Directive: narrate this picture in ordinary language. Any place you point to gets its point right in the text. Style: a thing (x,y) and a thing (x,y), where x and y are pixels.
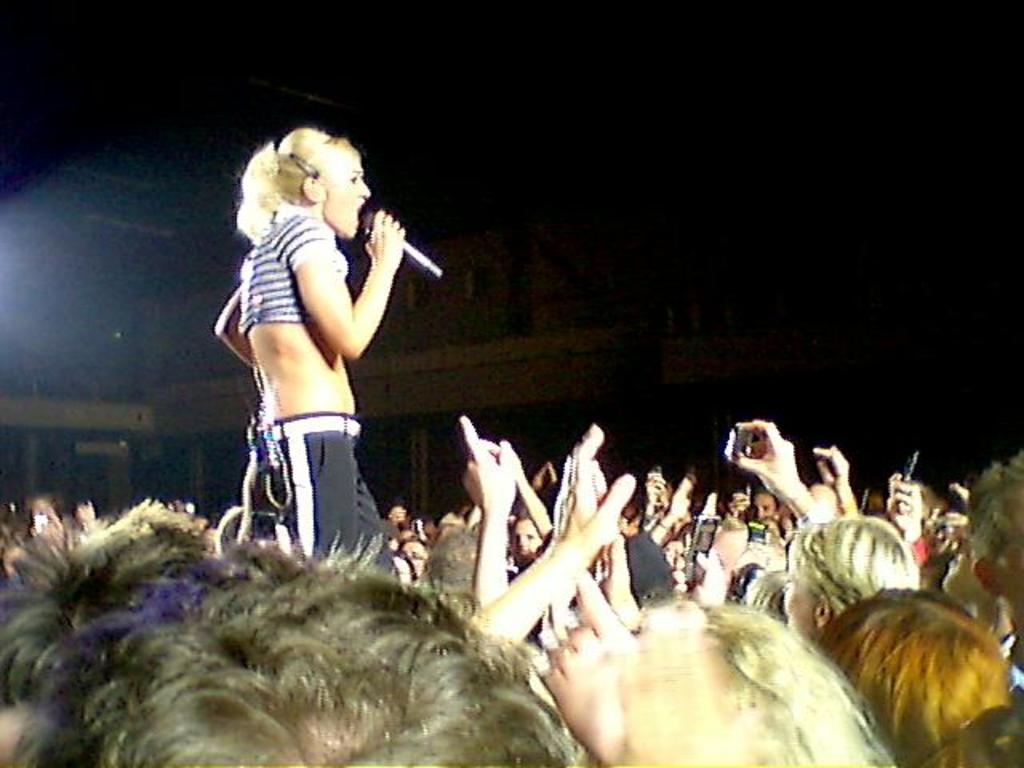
In this picture there are group of persons (462,610). In the center (368,275) there is a woman (274,382) standing and singing holding a mic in her hand (379,253).
